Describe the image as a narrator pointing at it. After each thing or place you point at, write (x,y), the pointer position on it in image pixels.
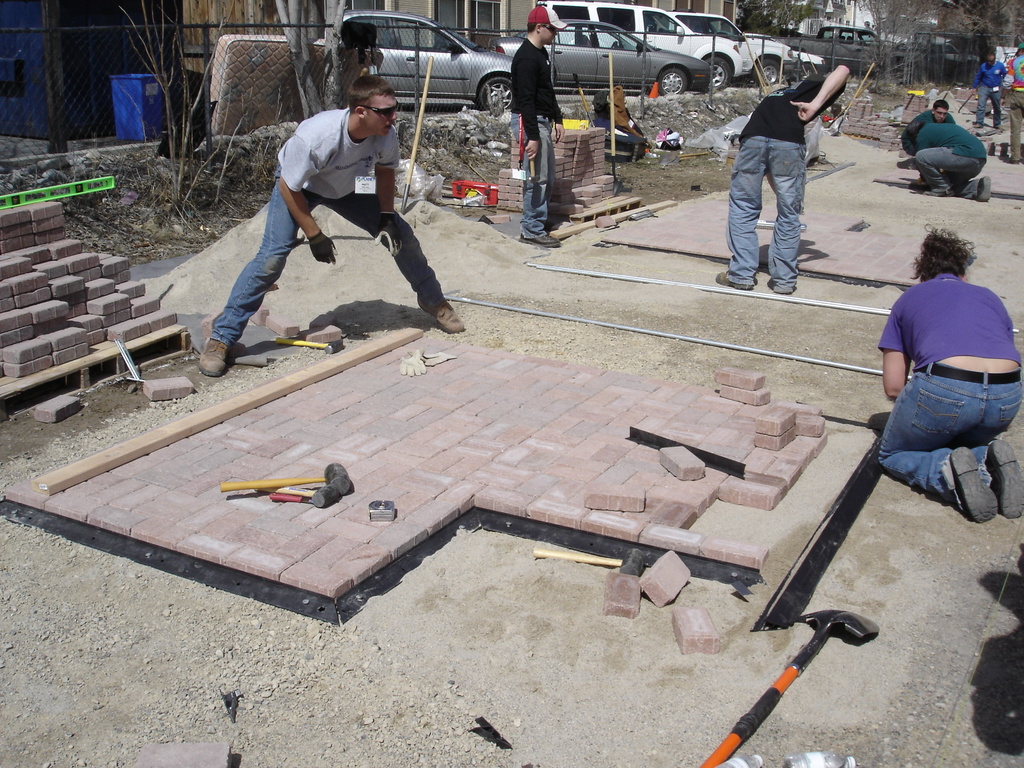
In this image I can see few people (751,122) around. I can see few bricks (540,442), hammer (302,481), sand (809,325) and some objects (614,279) on the ground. Back I can see a fencing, blue basket (132,98), vehicles (618,52), trees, building (475,14) and glass windows (462,17).
